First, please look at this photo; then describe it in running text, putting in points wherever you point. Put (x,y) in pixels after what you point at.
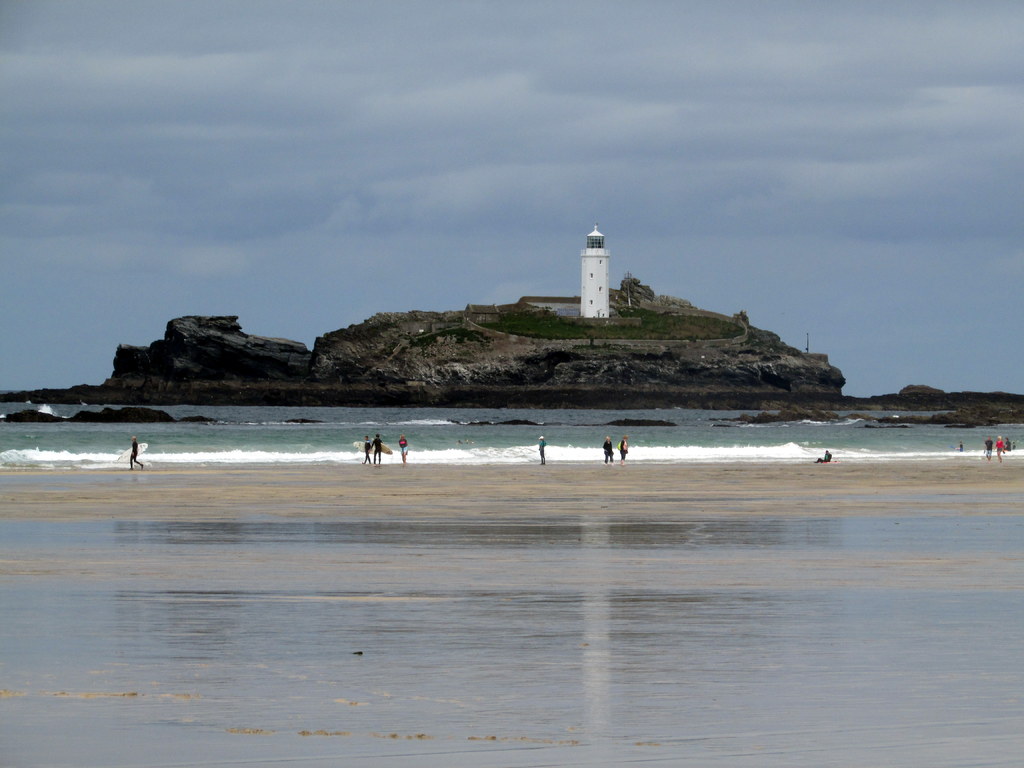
In this image there are a few people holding surfing boards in their hands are walking on the beach (179,468), in front of them there is water (170,432), in the background of the image (376,391) there is a lighthouse (603,317) on a rocky mountain (383,369), on top of the image (311,188) there are clouds (570,198) in the sky (724,191).
